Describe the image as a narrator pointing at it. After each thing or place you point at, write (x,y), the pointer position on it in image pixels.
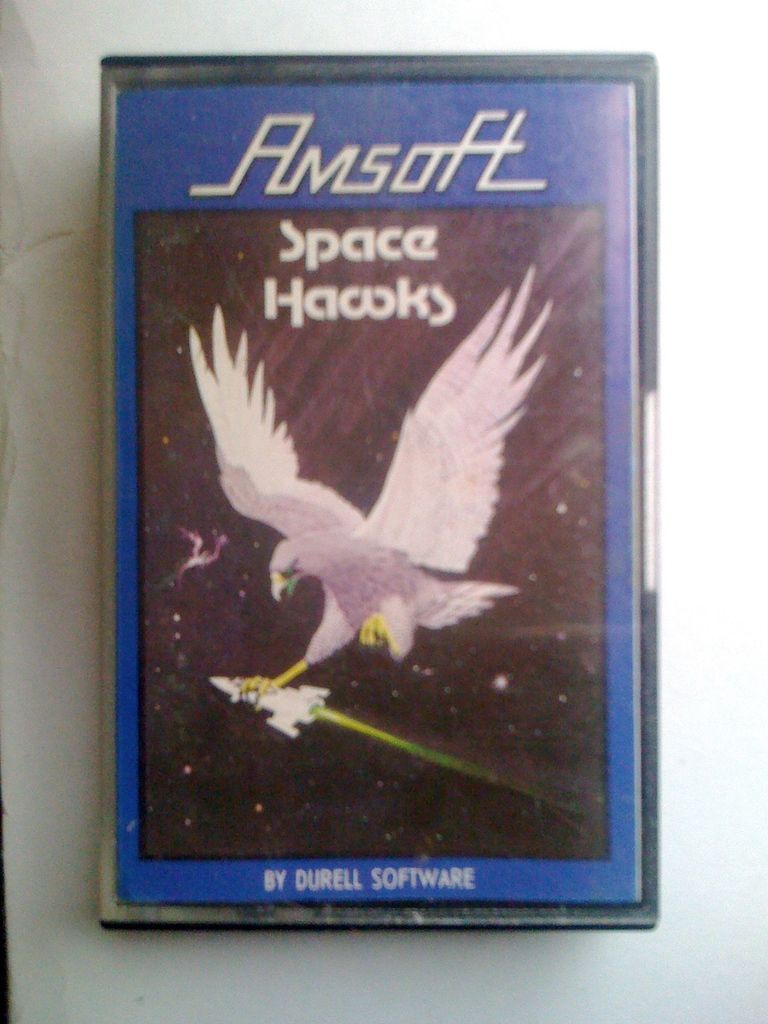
In the picture I can see an object (288,520). On the cover (308,615) of this object (318,406) I can see a white color bird (410,603) and something written on it. This object (302,557) is on a white color surface (61,254).
